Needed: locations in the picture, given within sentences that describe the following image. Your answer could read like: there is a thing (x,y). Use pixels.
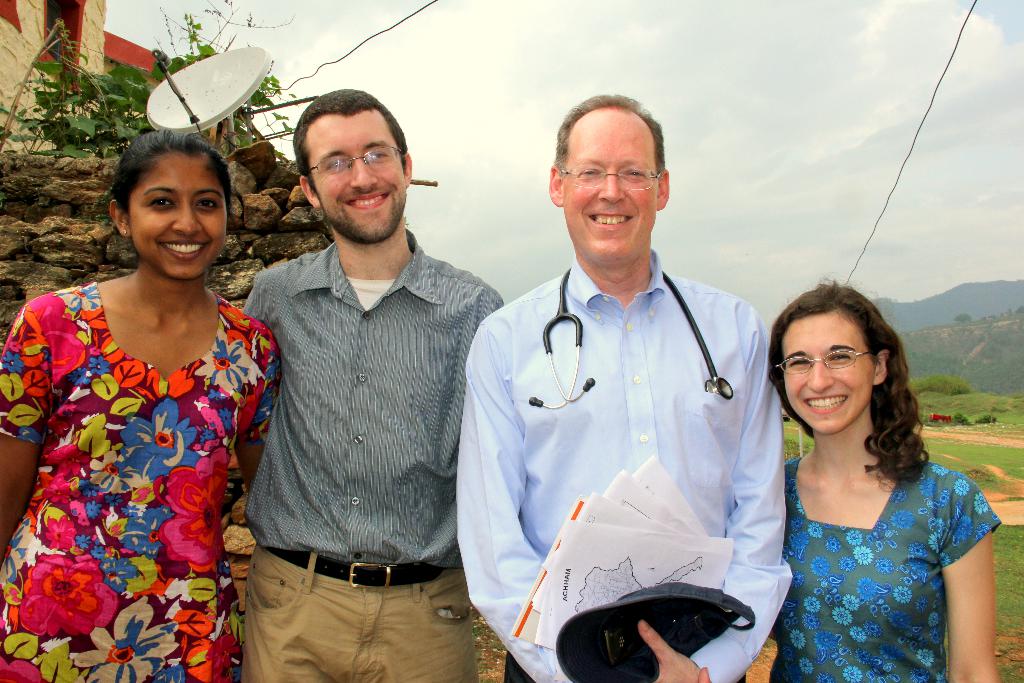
In the middle of the image (658,374) four persons (641,194) are standing and smiling. Behind them there are some trees (58,99), wall (13,237), hills (983,377) and wires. At the top of the image (405,115) there are some clouds (324,72) in the sky (324,71).
